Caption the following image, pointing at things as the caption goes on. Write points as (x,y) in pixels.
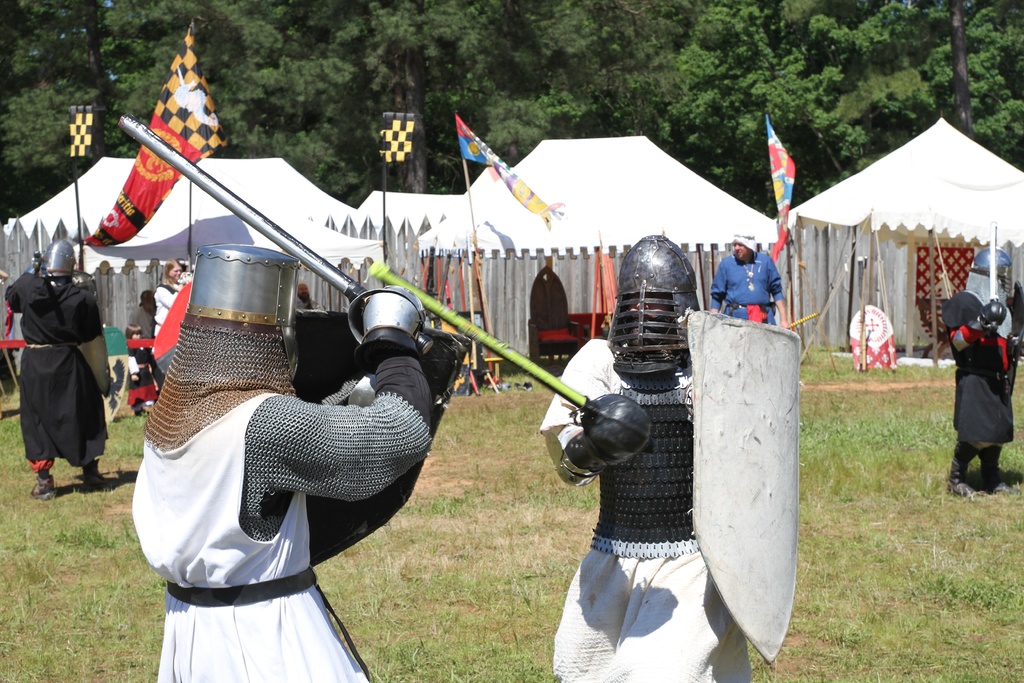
In this picture I can observe two members (606,466) fighting with each other. They are wearing helmets (661,315) on their heads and holding shields (322,505) in their hands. In the background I can observe tents (255,199) and trees (443,77).
